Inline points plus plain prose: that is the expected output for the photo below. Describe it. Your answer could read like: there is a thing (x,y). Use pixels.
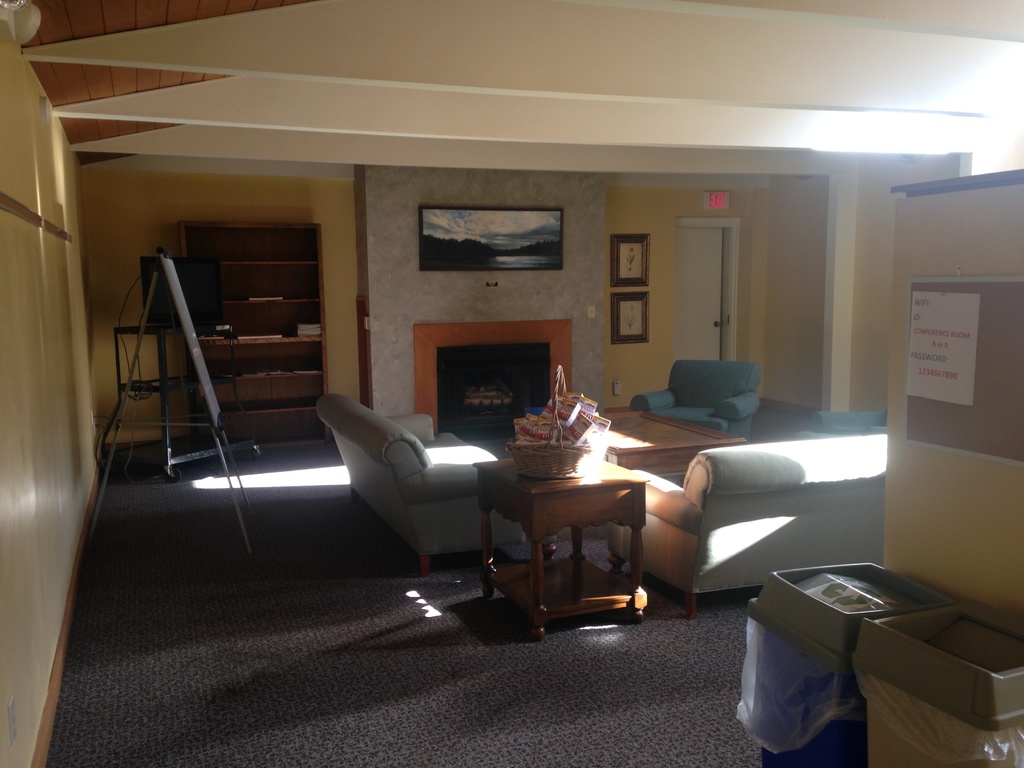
In this picture we can see a room (693,417) with sofas (826,466), table (575,524) basket (538,472) on it, board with stand (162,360), door (693,277), frames (546,243) to wall (433,290), screen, poster (928,387), bins (861,722), cupboard (254,263).
